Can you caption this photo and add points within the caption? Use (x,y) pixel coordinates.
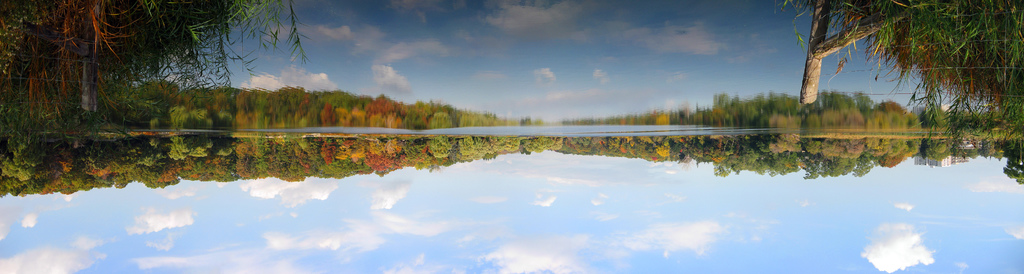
In this image we can see a group of trees (384,96) and the sky (446,60). In the foreground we can see the water (676,212). In the water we can see the reflection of trees (749,163) and the sky (612,173).
